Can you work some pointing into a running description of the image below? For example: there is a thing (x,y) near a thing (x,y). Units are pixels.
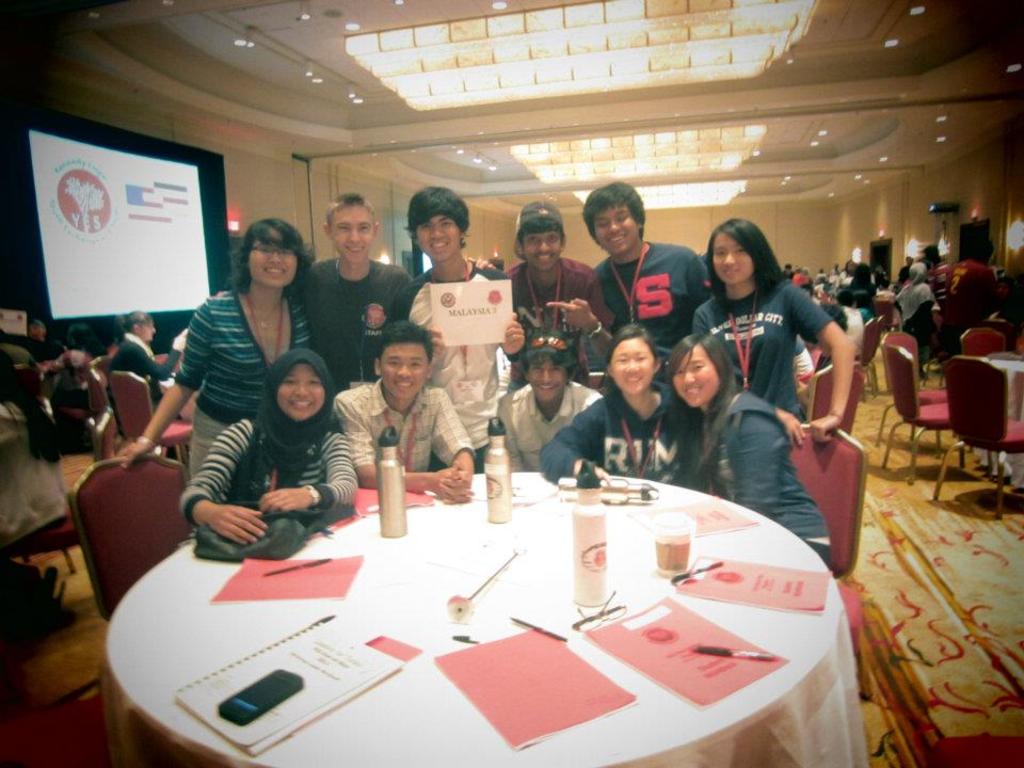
This picture is taken inside a room (947,542). there are many people (735,357) in the room (812,300). There are tables (673,490) and chairs (971,420). There is also a carpet (955,572) in the room (954,597). There are many lights (665,67) to the ceiling (677,93). In the left corner (194,185) there is big screen (154,168) and a logo (110,202) and text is displayed on it. On the table (400,611) there are books (308,590), bottles (491,495), glasses (658,548) spectacles (590,617), mobile phones (293,678) and pens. The people (291,435) at the table (382,544) are posing for a picture and smiling. The man (466,356) standing in the center (467,320) is holding a certificate (454,322).
